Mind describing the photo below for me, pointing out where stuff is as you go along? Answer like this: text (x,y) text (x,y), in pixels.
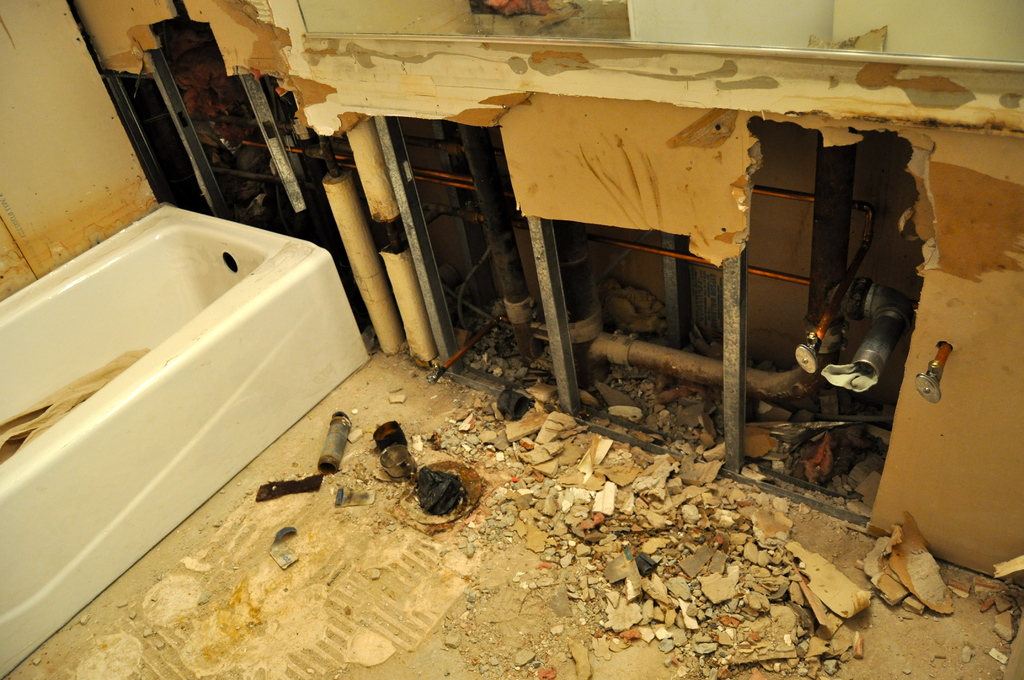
In this image we can see a bathtub (181,361), grills (742,356), pipelines (605,362), stones (563,483) on the floor (352,521) and walls (379,100).
